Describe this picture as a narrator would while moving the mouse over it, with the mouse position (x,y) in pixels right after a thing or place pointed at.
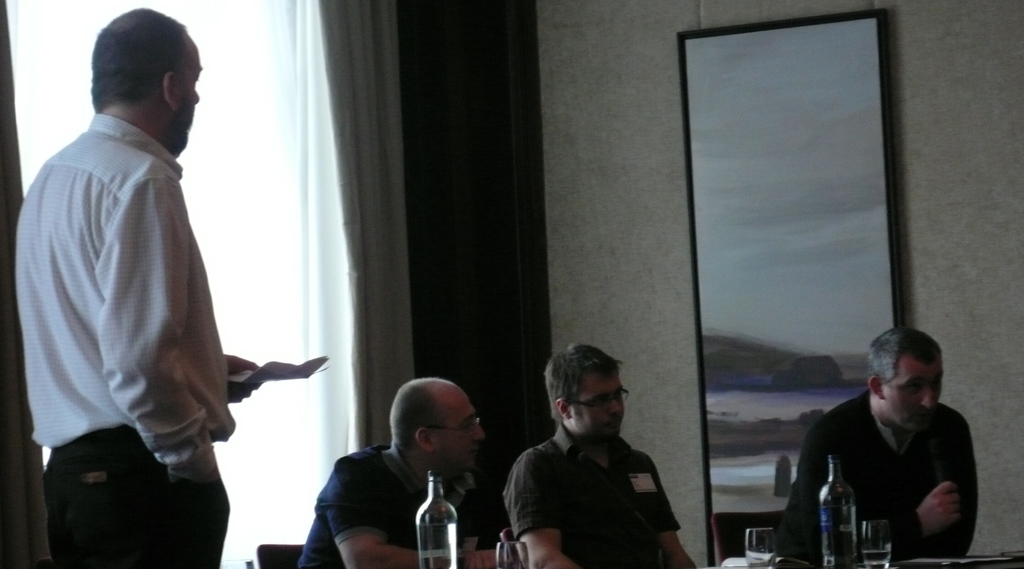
In this image i can see 3 men (563,460) sitting on chairs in front of a table (1013,564) and a man (215,530) standing holding a paper (289,366) in his hand (234,385), a person (908,477) on the right corner (917,468) is holding a microphone (936,459). On the table (800,567) i can see few bottles (435,536) and few glasses (755,546). In the background (399,187) i can see a curtain (336,190), the wall (578,189) and a photo frame (738,264) attached to the wall (684,446).
